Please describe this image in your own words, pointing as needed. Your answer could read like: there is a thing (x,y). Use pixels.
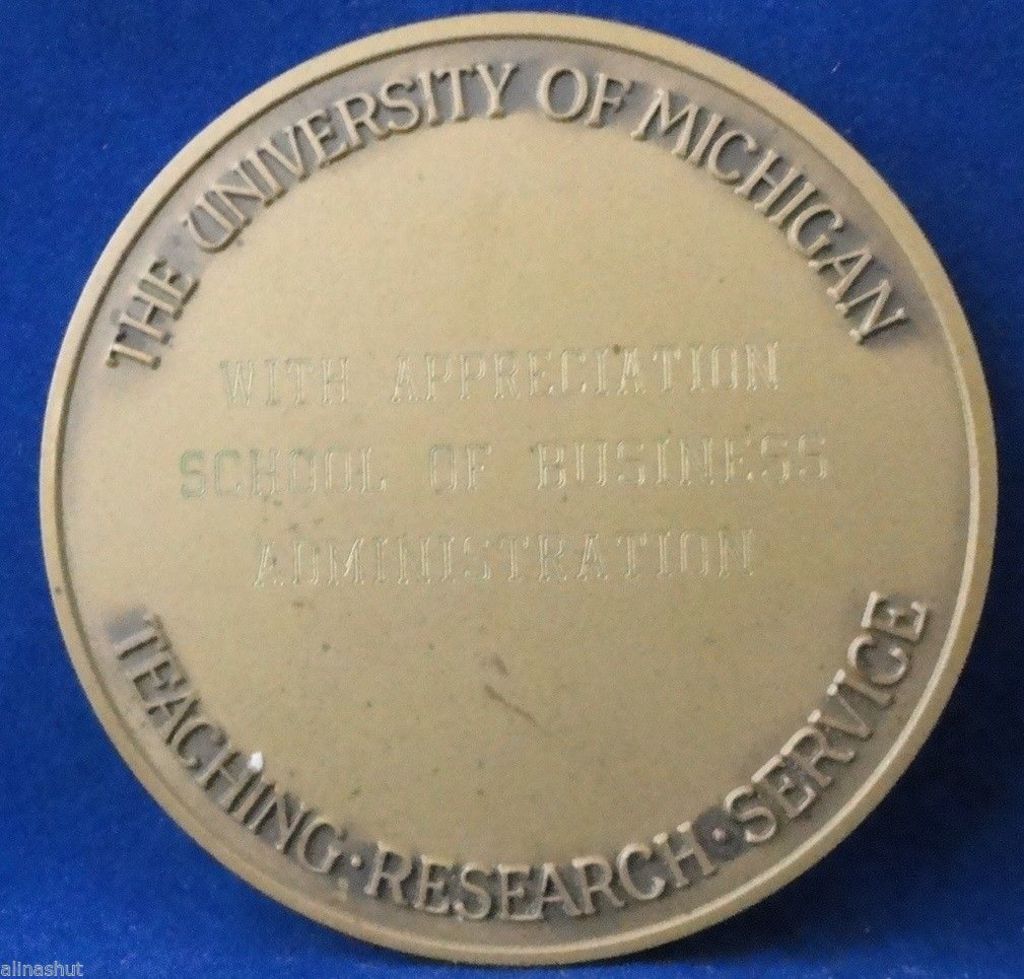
In the picture I can see a round shaped object (420,579) on a blue color surface (57,139). On this object (618,871) I can see something written on it.
